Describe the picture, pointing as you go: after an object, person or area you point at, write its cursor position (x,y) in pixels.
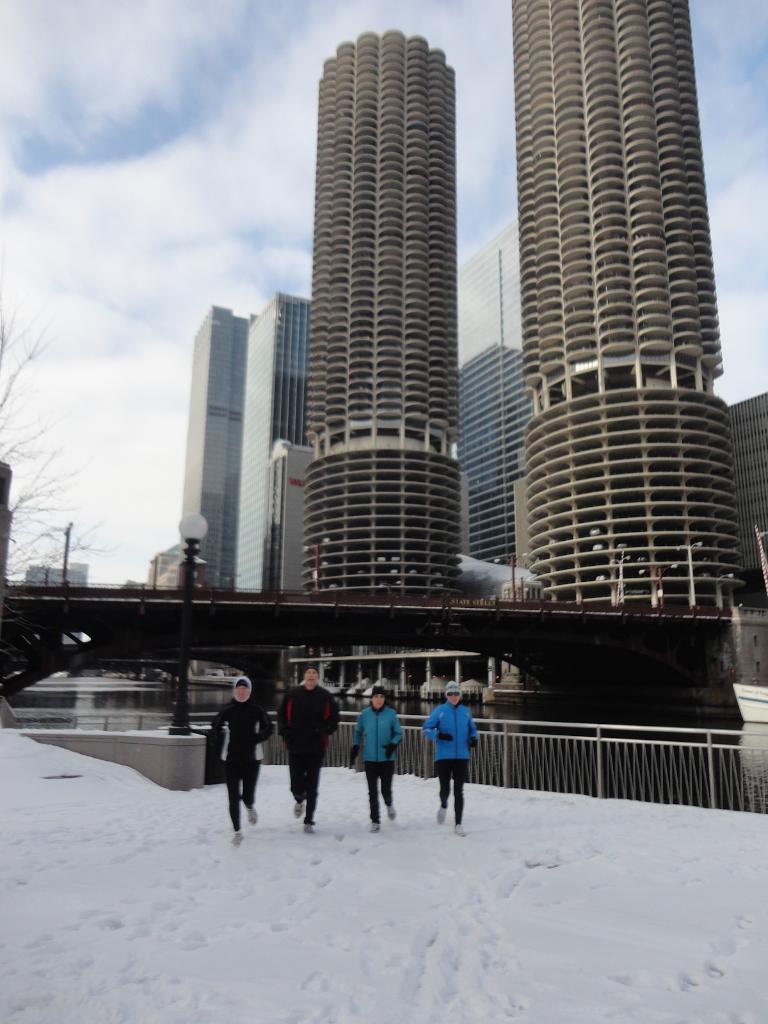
In this image there is the sky (196,150) towards the top of the image (159,146), there are clouds (145,217) in the sky (153,213), there are buildings (412,442) towards the right of the image (556,317), there is a bridge (255,606), there is water (95,695) towards the left of the image (112,685), there is water (726,754) towards the right of the image (631,734), there is a tree (3,354) towards the left of the image (44,559), there is a pole (182,635), there is a light (202,524), there is a fence (644,756) towards the right of the image (704,760), there is snow (263,950) towards the bottom of the image (459,938), there are four persons (384,714) running.
